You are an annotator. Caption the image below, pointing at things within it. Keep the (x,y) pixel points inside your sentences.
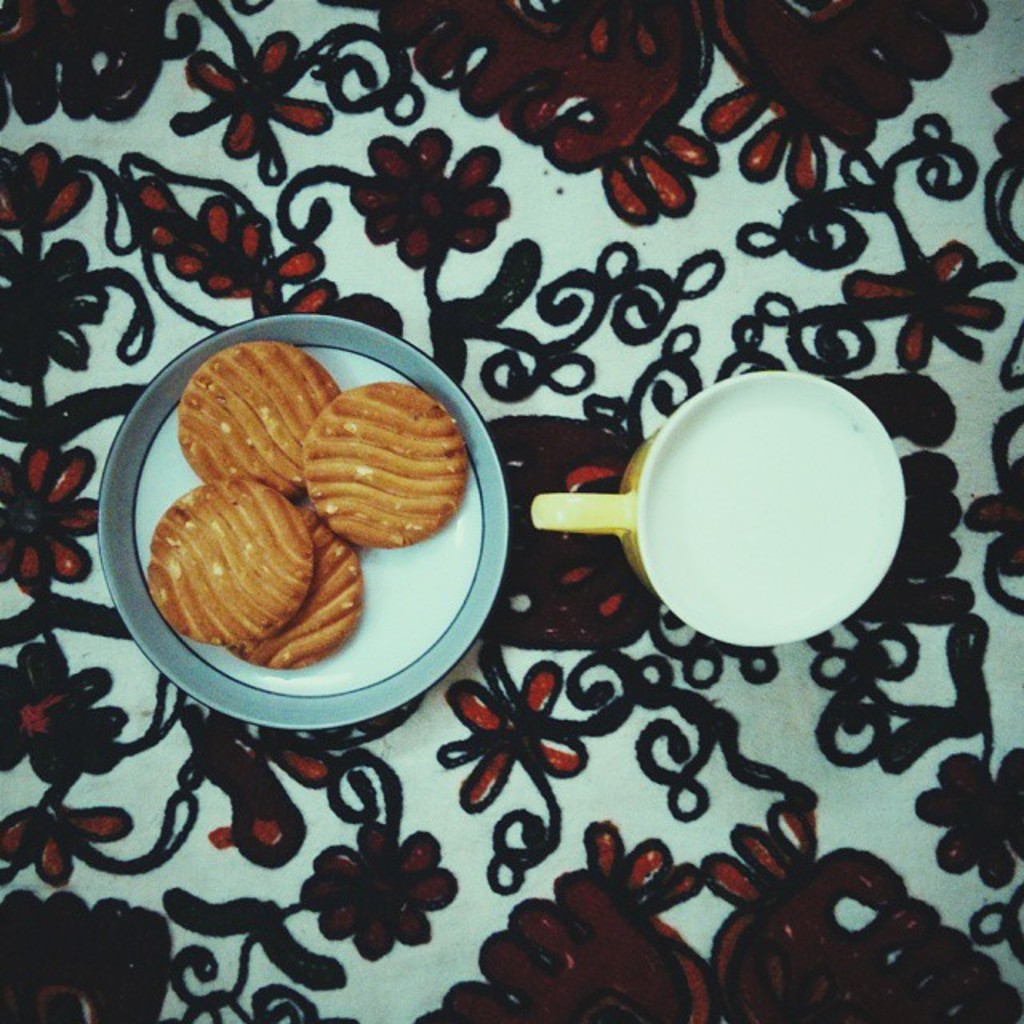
In this picture we can see a few designs (223,269) of flowers (869,384), a cup (601,517) and a few biscuits (246,424) in a bowl (395,586).
